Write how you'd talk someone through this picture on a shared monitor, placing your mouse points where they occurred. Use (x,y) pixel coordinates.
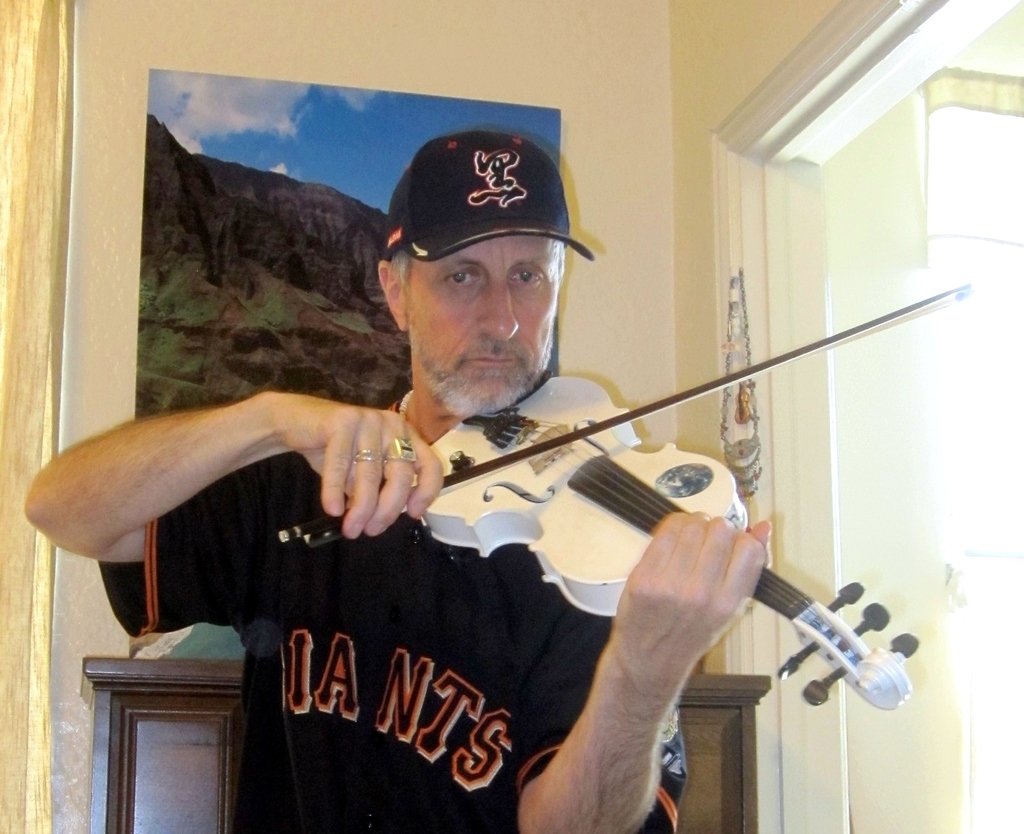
In this picture there is a person (433,712) holding musical instrument (554,478). On the background (551,56) we can see wall (368,42), frame (208,216).
